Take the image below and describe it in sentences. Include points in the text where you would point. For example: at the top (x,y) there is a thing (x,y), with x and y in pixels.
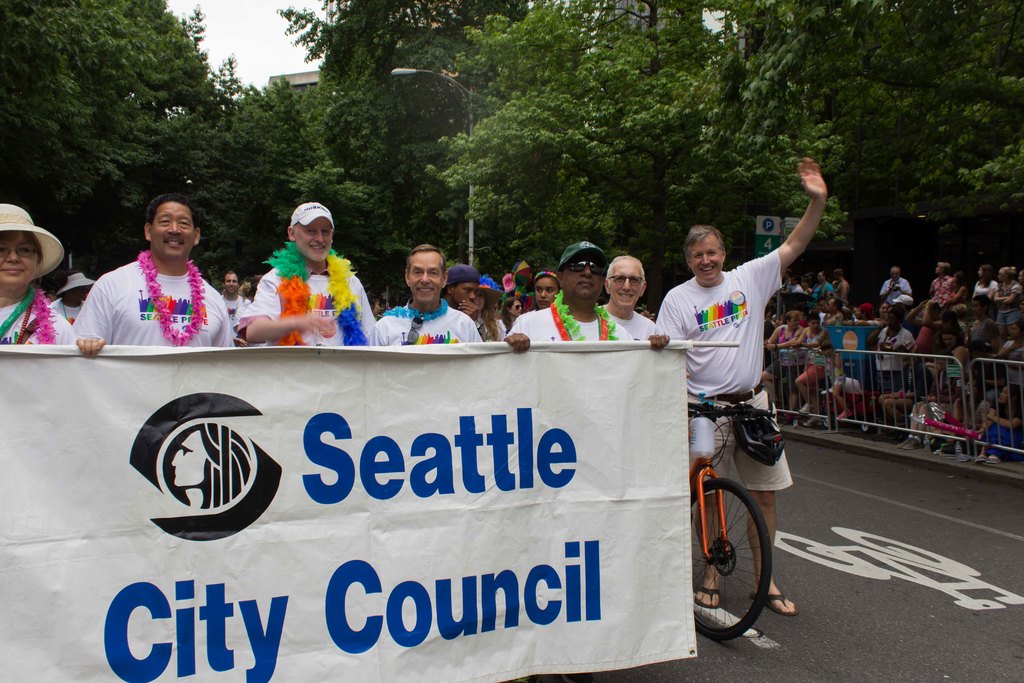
In this image we can see people (117,306) standing. They are wearing garlands (198,319) and holding a banner (488,497). There is a bicycle (726,529). On the right (817,367) there is a fence (994,362) and we can see crowd (958,346). In the background (801,42) there are trees (450,197) and sky (269,36). There is a pole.
